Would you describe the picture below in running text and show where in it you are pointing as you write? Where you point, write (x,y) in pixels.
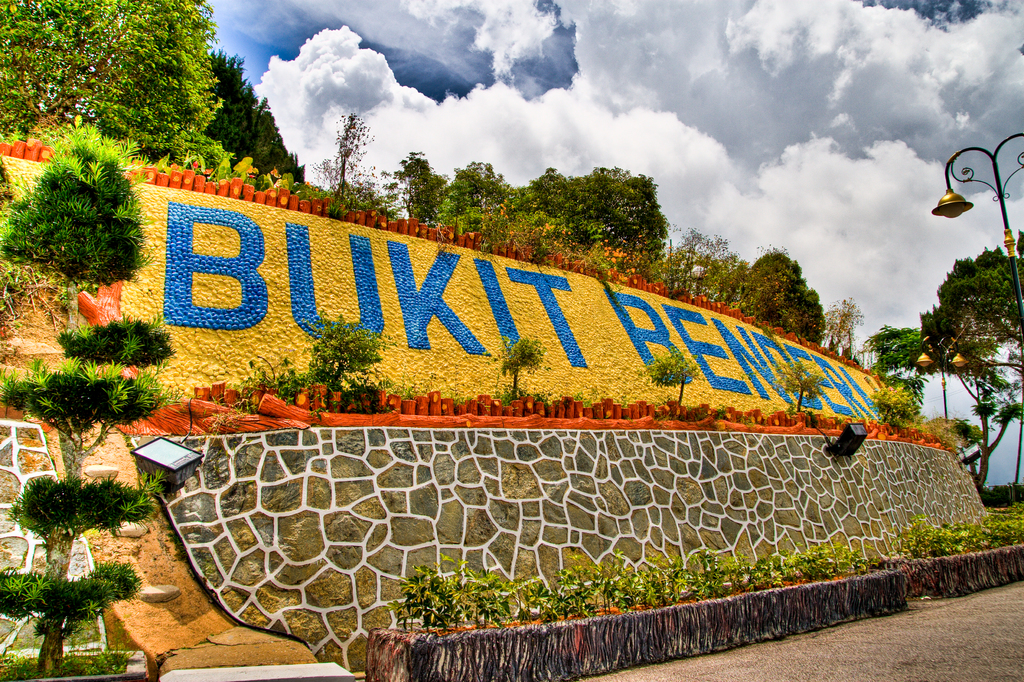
In this image in front (921,666) there is a road (934,649). On the right side of the image (963,181) there are street lights (1023,326). There is a wall (589,348) with some text (638,301) on it. There are plants (732,561). In the background of the image (514,199) there are trees (494,201) and sky (663,41).
